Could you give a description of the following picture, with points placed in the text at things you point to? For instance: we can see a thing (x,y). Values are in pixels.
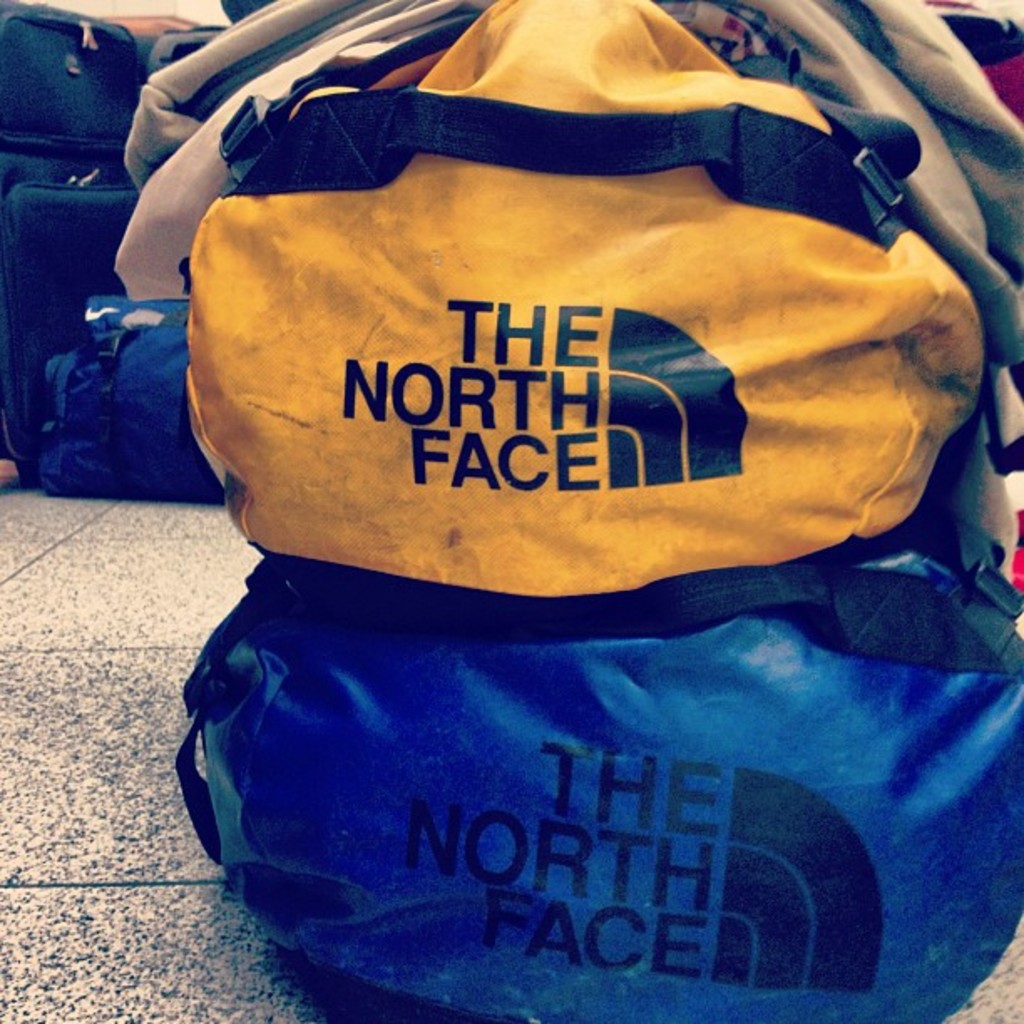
As we can see in the image there are few bags (474,433).
